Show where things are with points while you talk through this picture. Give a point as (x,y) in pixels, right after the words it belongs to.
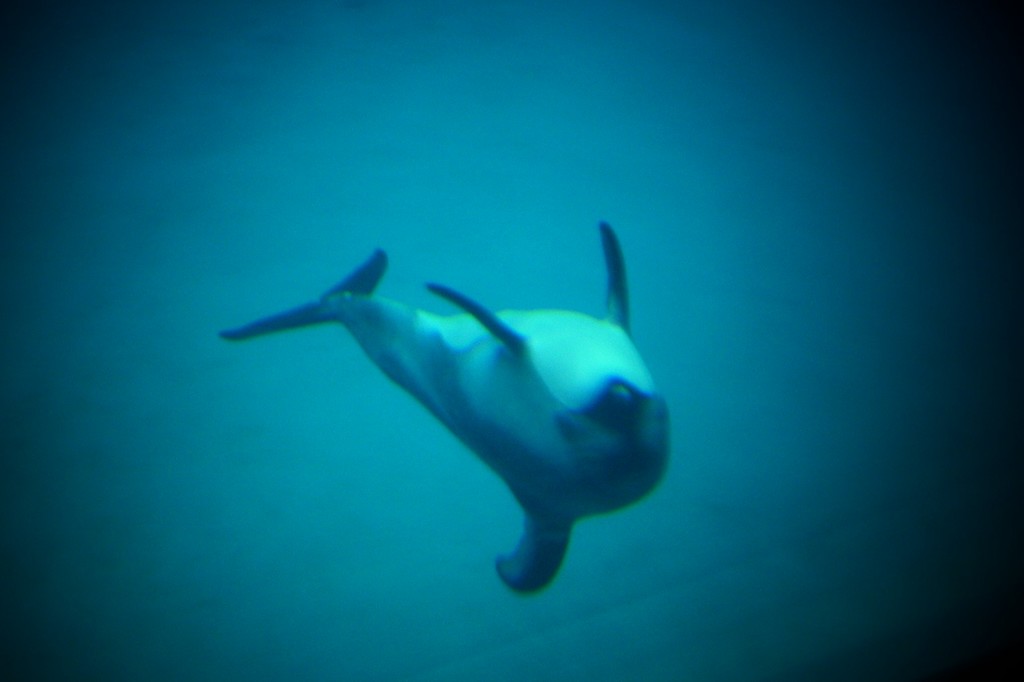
In this image I can see an aquatic animal (598,392) in the water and in the background (410,157) I can see the water (236,240).
